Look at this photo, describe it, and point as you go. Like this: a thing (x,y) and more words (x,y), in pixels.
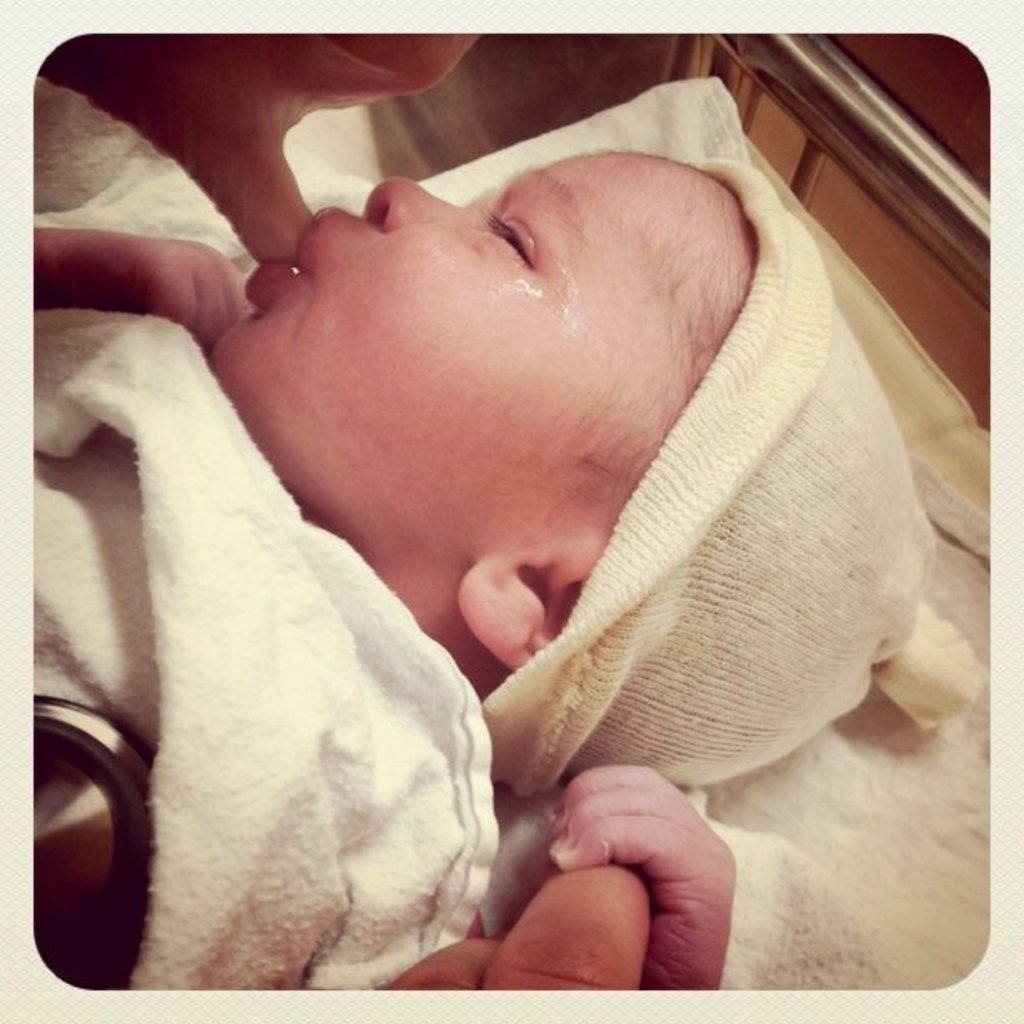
In this picture there is a baby (368,361) wrapped in cloth (126,568). At the top (243,64) there is a person hand (338,75). At the bottom (509,943) there is a person's hand (551,943). On the right (840,103) there is steel bar (862,142).
